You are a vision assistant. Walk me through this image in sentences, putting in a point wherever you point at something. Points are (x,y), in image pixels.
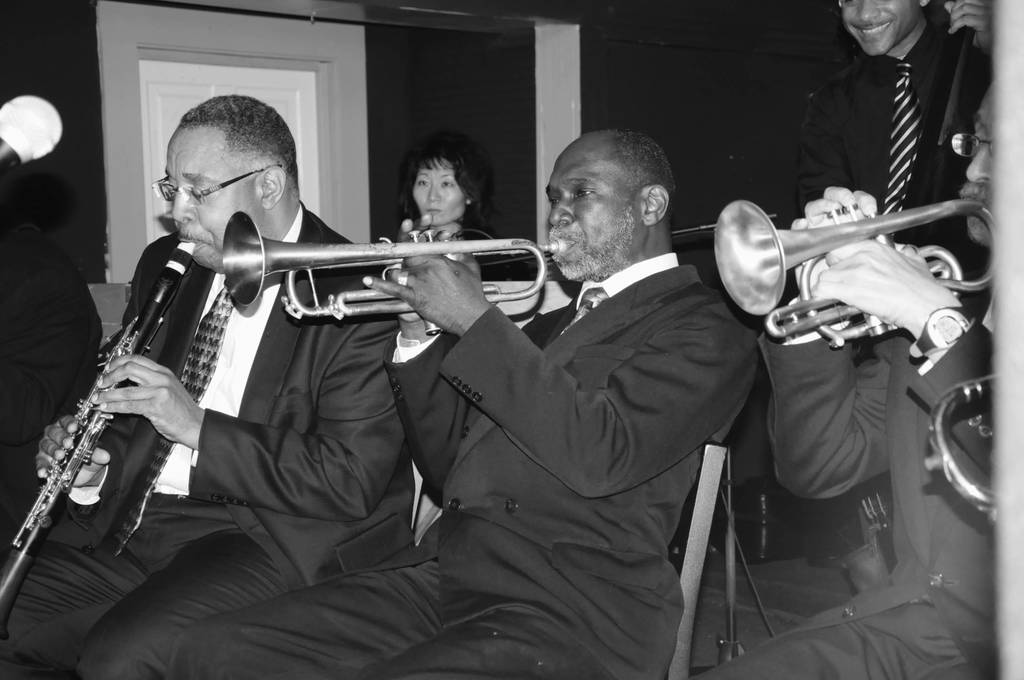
In this image we can see few people (569,401) sitting on chairs (700,565) and playing musical instruments (514,300). On the left side (33,140) we can see a mic (18,123). On the right side (929,89) a person (922,97) is standing. In the back (164,115) there is a door (247,84). And this image is black and white.
